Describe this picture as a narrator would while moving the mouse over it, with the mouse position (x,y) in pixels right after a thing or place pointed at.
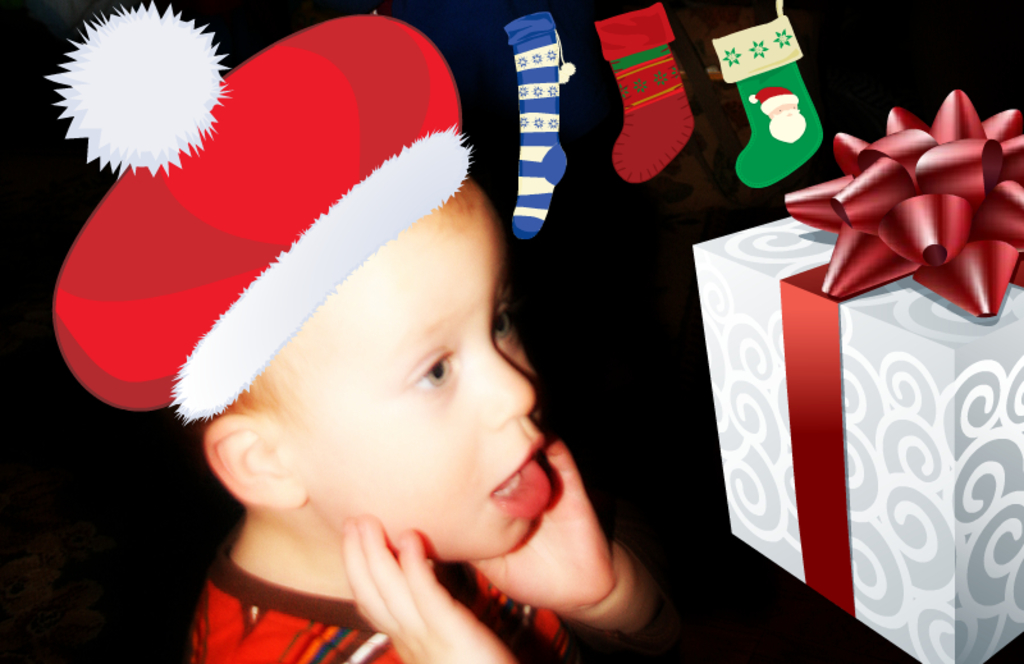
This image is animated and real image in which there is a boy (443,465) and there are animations of box (891,398), socks (762,97) and hat (333,141).
